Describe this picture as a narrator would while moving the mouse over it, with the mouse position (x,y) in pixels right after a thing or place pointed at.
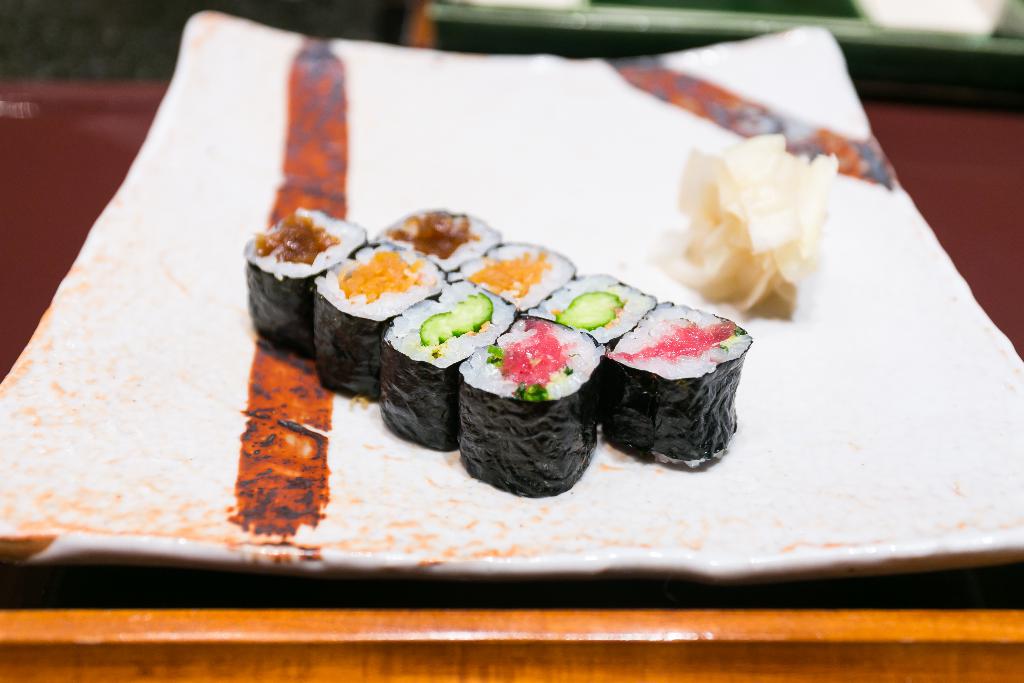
In this picture, we can see some food items (440,252) served on a plate (622,240) and kept on an object (966,173), we can see the blurred background (711,11).
